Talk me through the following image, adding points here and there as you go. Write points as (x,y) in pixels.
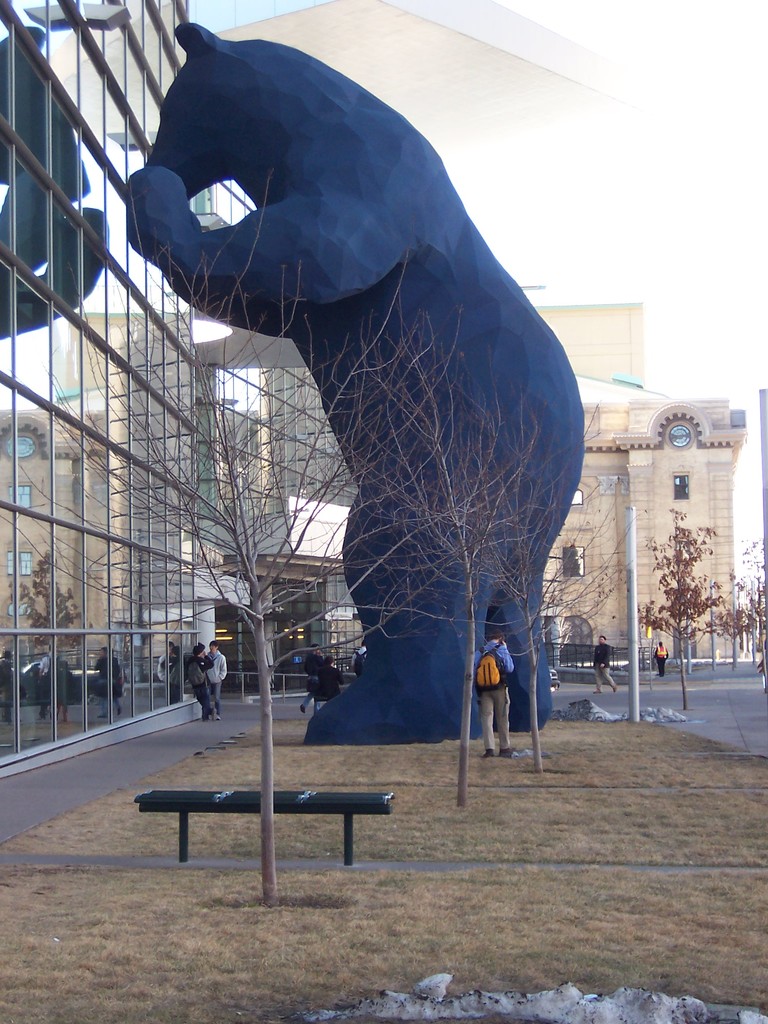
This image consists of few people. At the bottom (370,968), we can see dry grass (380,950) on the ground (296,948). On the front (288,858), there is a bench (345,820). On the left (107,482), there is a building (244,386). In the background (648,451), we can see another building (649,478) along with windows (568,556). In the front (380,669), we can see a statue (442,400) of a bear (326,184). At the top (716,97), there is the sky (724,7).
